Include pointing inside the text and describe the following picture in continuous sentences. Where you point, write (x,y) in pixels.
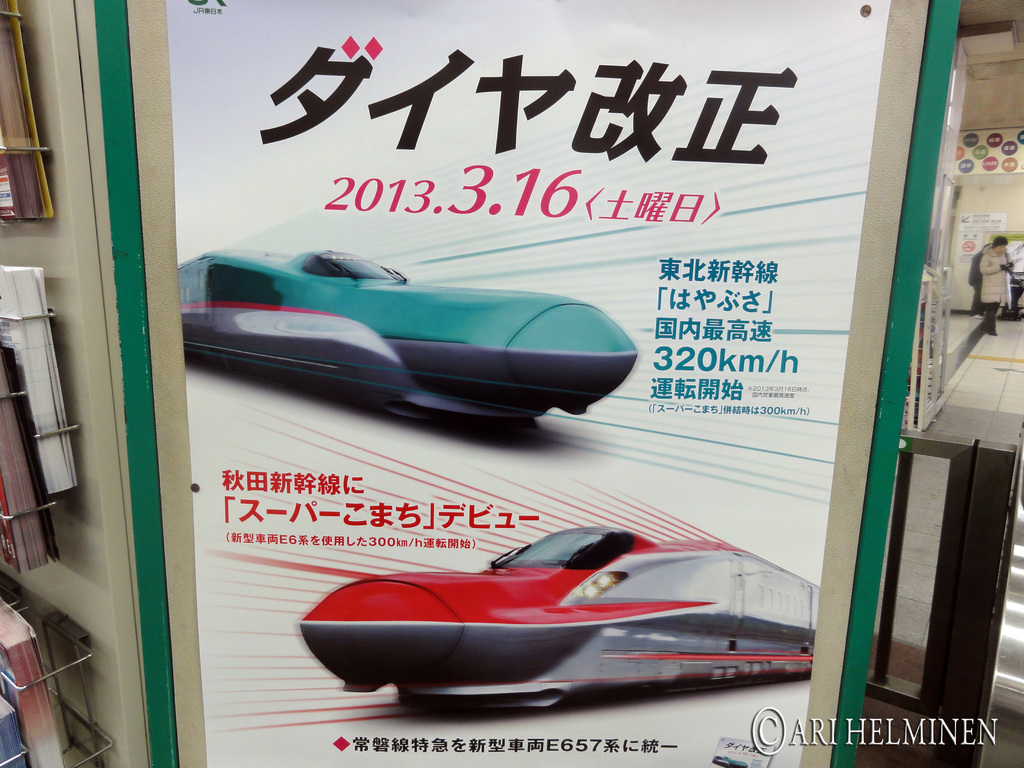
In this image there is a poster (493,460) attached to the wall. On the poster (432,368) there are a few images (438,381) and text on it. On the left side of the image (33,462) there are books (37,527) arranged in a rack (19,689). On the right side of the image (973,281) there is a person (997,260) walking on the floor (982,382) and in the background (974,129) there is a wall (974,178) with some posters (994,168) attached to it and there is a railing (924,448). At the bottom of the image (774,735) there is some text (867,729).
